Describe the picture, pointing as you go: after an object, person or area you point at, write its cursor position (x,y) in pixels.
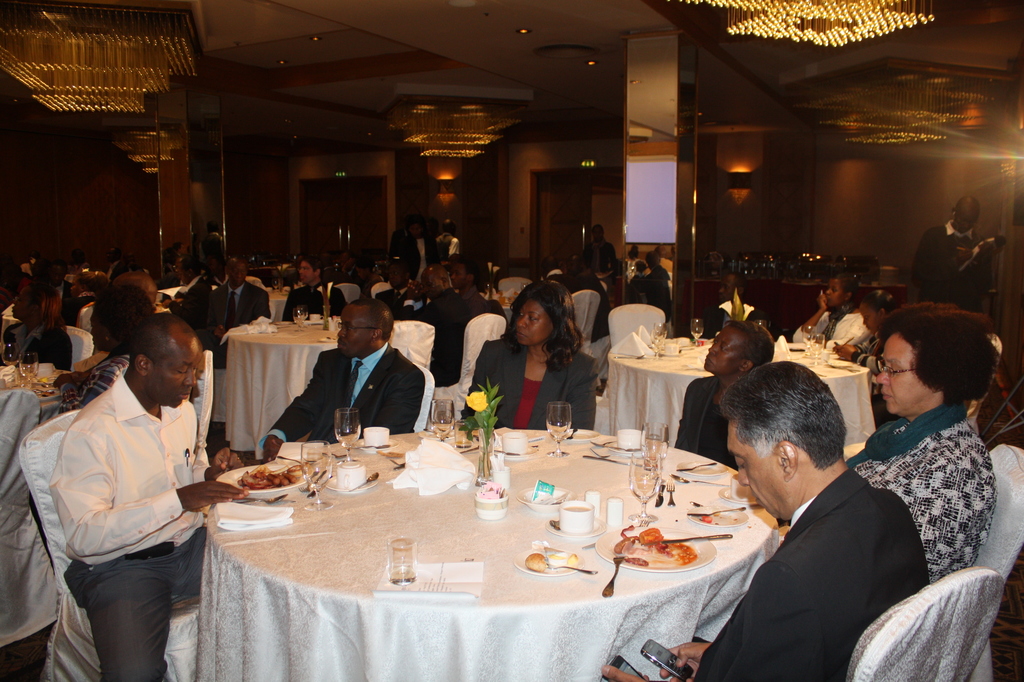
In this picture we can see a group of people (456,249) sitting on chair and in front of them there is table (731,474) and on table (731,504) we can see glasses (398,547), plates (689,543), spoon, fork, cup (566,521), saucer (556,516), vase (486,474) with flower (485,425), tissue paper (431,464), with some food item (280,476) and in background (662,87) we can see pillar (631,191), door (369,230).
